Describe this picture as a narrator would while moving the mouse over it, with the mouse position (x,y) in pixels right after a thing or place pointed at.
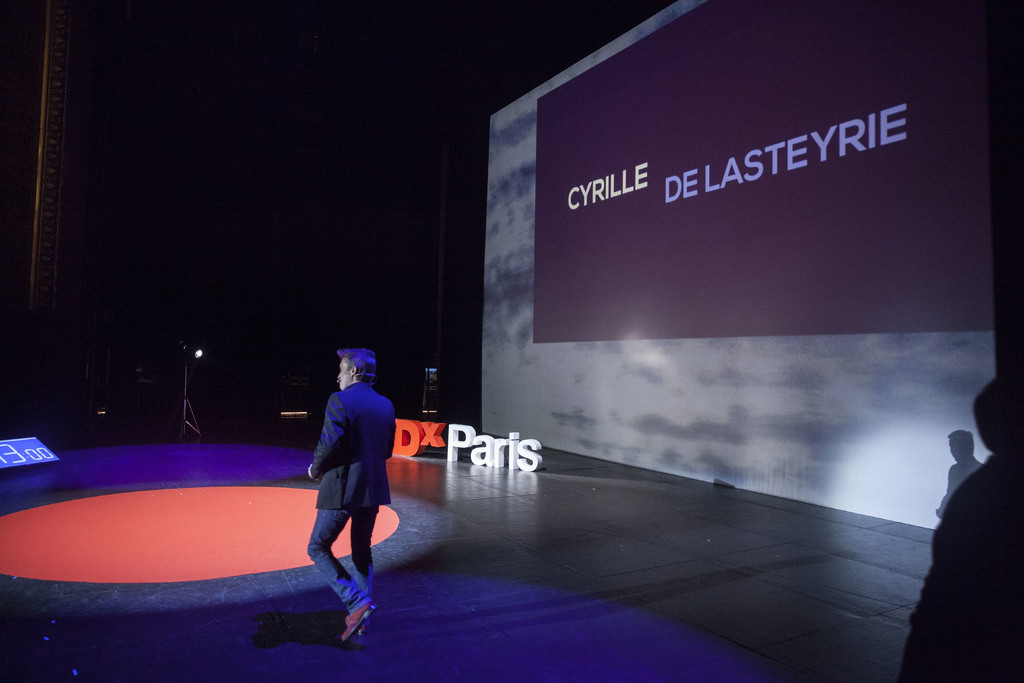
In this image I can see the person (336,537) wearing the blazer (325,491) and the pant (343,572). To the side of the person (387,501) I can see the board (426,442) and the screen (661,257). To the right (994,569) I can see the shadow (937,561) of the person (935,546). And there is a black background (162,360).
